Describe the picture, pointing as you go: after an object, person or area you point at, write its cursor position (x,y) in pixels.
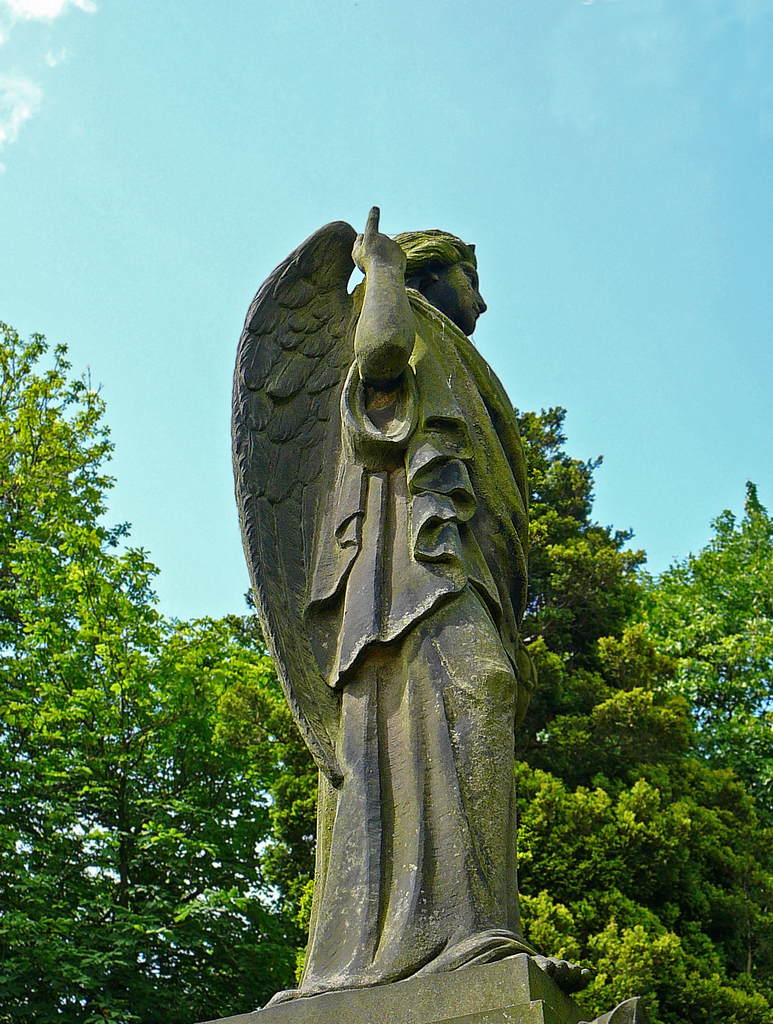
In this image I can see a sculpture (357,568) in the front (496,390) and in the background (728,999) I can see number of trees (36,723), clouds (34,11) and the sky (220,60).
